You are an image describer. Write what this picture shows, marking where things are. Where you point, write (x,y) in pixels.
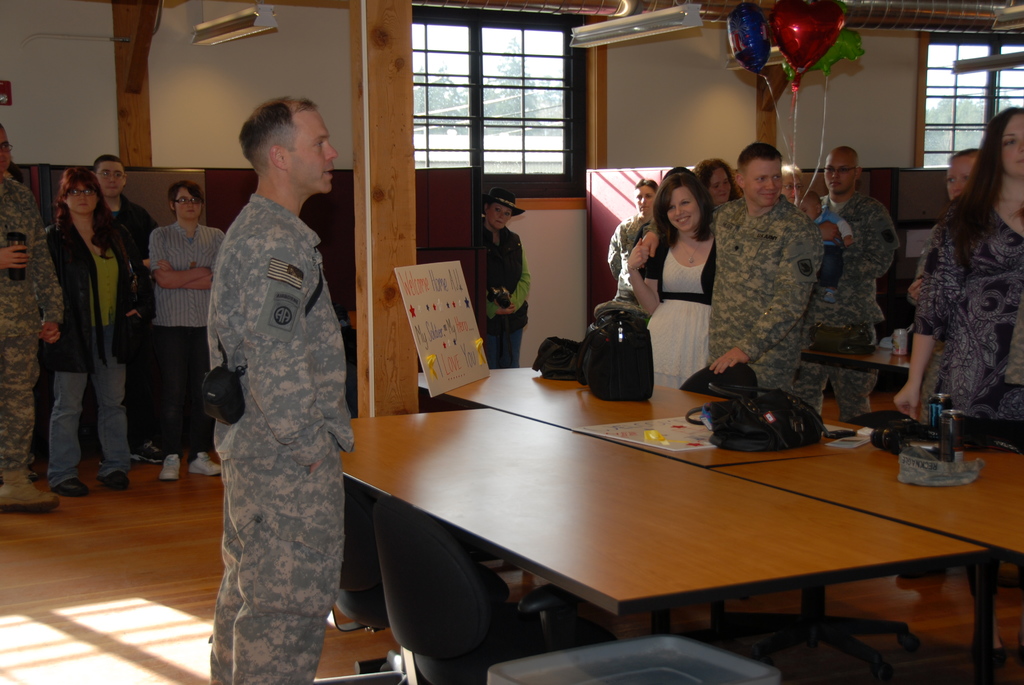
In this picture there are few people (665,259) standing. there is some tables (652,472). On the table (666,470) we can see bag (749,423), board (449,327). In this background (185,80) we can see wall (222,75), window (501,83). From this window (534,106) we can see trees (512,109). There are balloons (804,47). We can see chair (407,618). This is chair (427,620).
